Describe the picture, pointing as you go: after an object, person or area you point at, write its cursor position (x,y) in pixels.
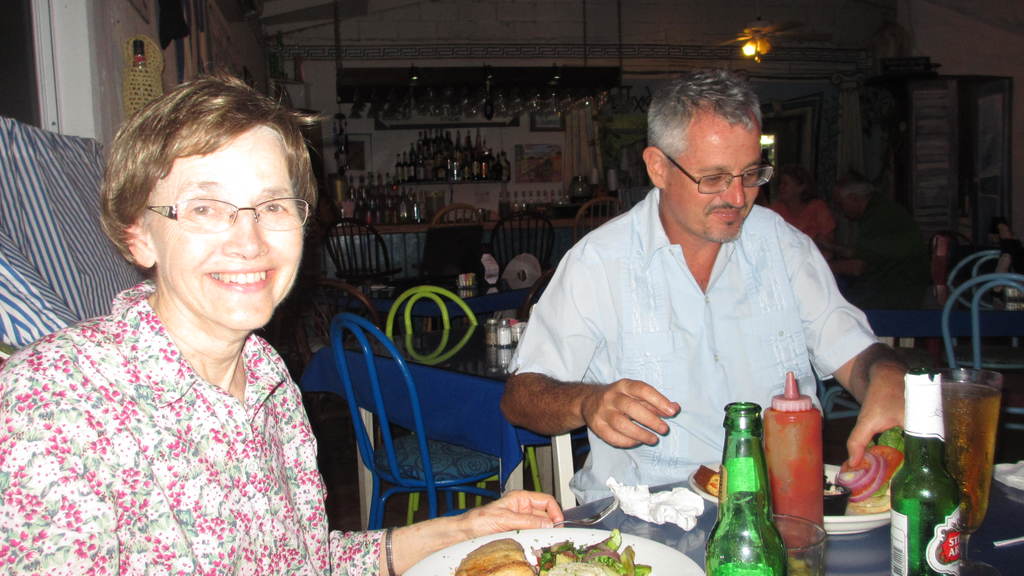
In this image we can see people (641,302) sitting on the chairs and tables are placed in front of them. On the tables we can see condiments (801,442), beverage bottles (928,457), beverage glasses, cutlery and serving plates (628,540) with food (885,473) on them. In the background (422,161) there are beverage bottles (460,146) arranged in the shelves (471,172), chairs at the desks (388,224), salt and pepper sprinklers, cupboards (942,109), walls (838,42) and an electric light (755,56).
